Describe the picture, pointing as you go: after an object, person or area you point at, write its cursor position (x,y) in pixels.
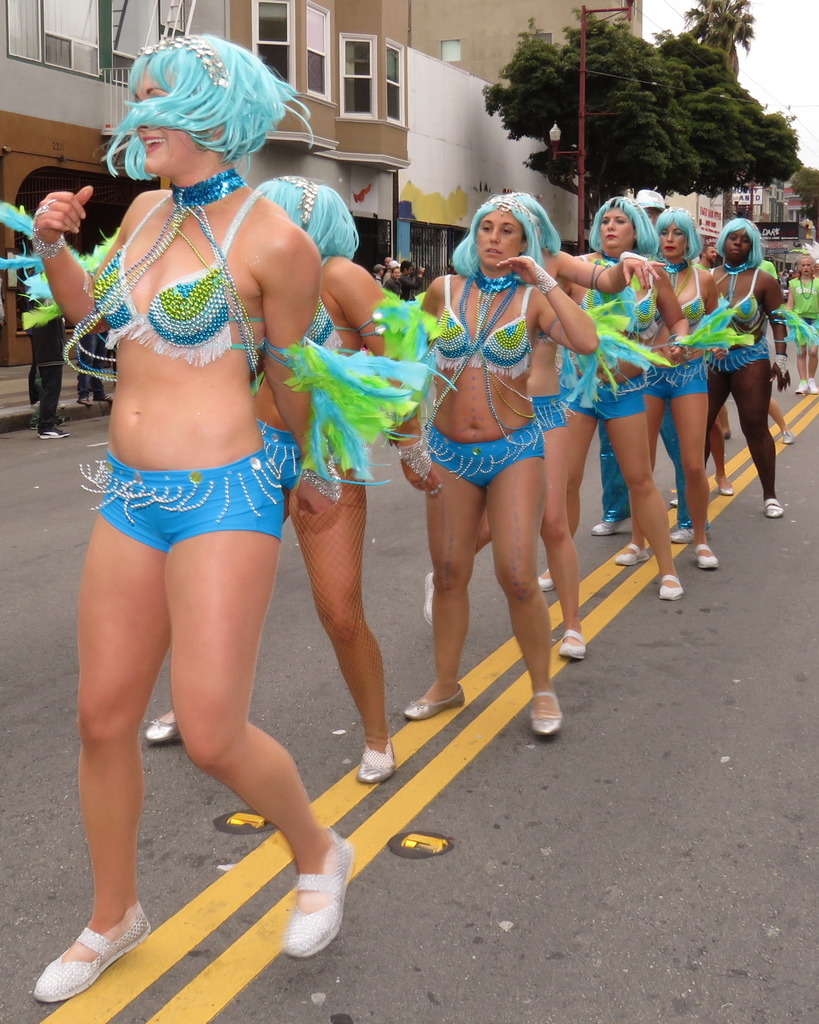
In this image we can see a group of women (34,315) on the streets (803,396) and all of them are wearing similar costumes (185,103). In the background (299,68) we can see few people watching them and there are buildings (385,49) and trees (571,75).
